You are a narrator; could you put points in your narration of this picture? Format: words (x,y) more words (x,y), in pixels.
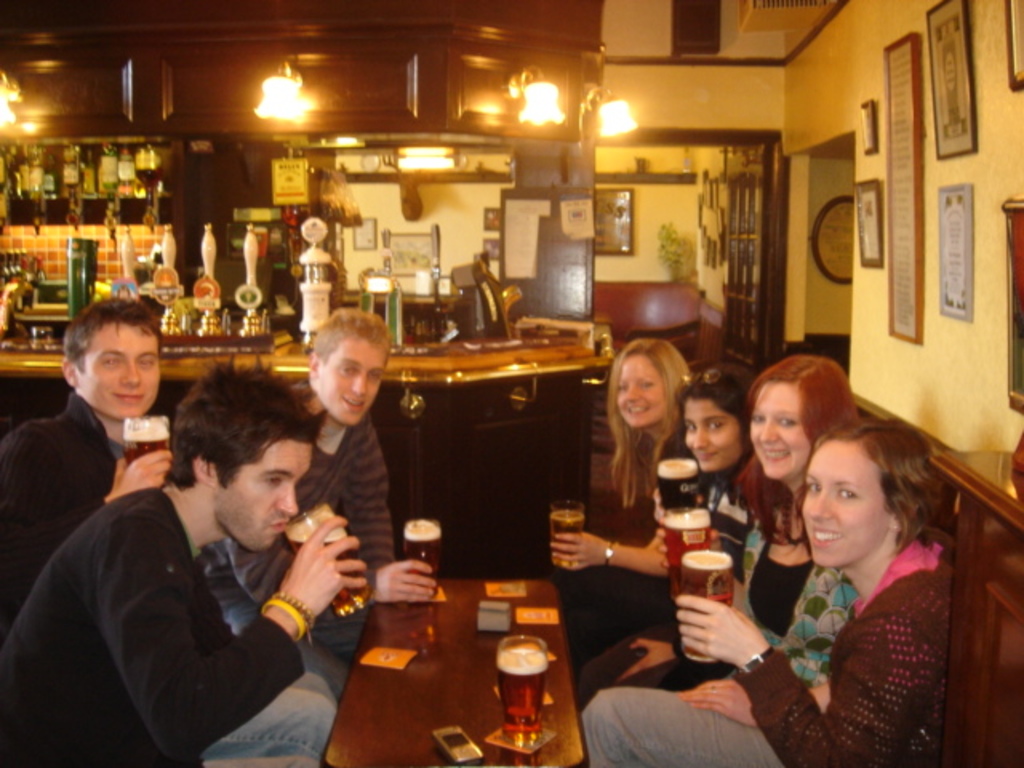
This image consists of group of people (824,635) sitting and having smile on their faces (719,430) holding a glass (685,553) in their hands (355,539). In the center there is a table (419,701) and on the table (454,688) there is a glass (512,726), mobile phone (454,751), 3 papers (409,657). In the background (429,208) there is a wall (440,224), frames (908,208) on the wall (859,174), wardrobe (207,62) on the top (281,76) and the light (284,96) on the wardrobe (146,100).
